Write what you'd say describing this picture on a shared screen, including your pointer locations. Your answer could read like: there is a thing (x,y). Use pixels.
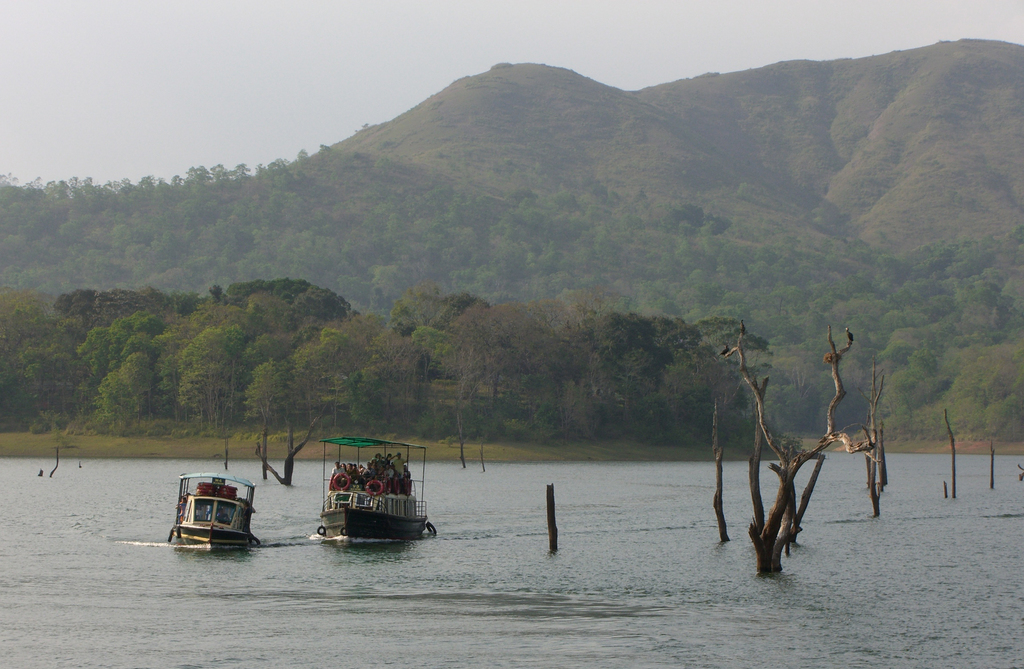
At the bottom of the image (569,489) there is water (971,514). In the water (974,497) there are some trees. Above the water (951,581) there are two boats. In the middle of the image (488,431) there are some trees (964,416) and hills (964,416). At the top of the image (210,150) there is sky (396,83).
